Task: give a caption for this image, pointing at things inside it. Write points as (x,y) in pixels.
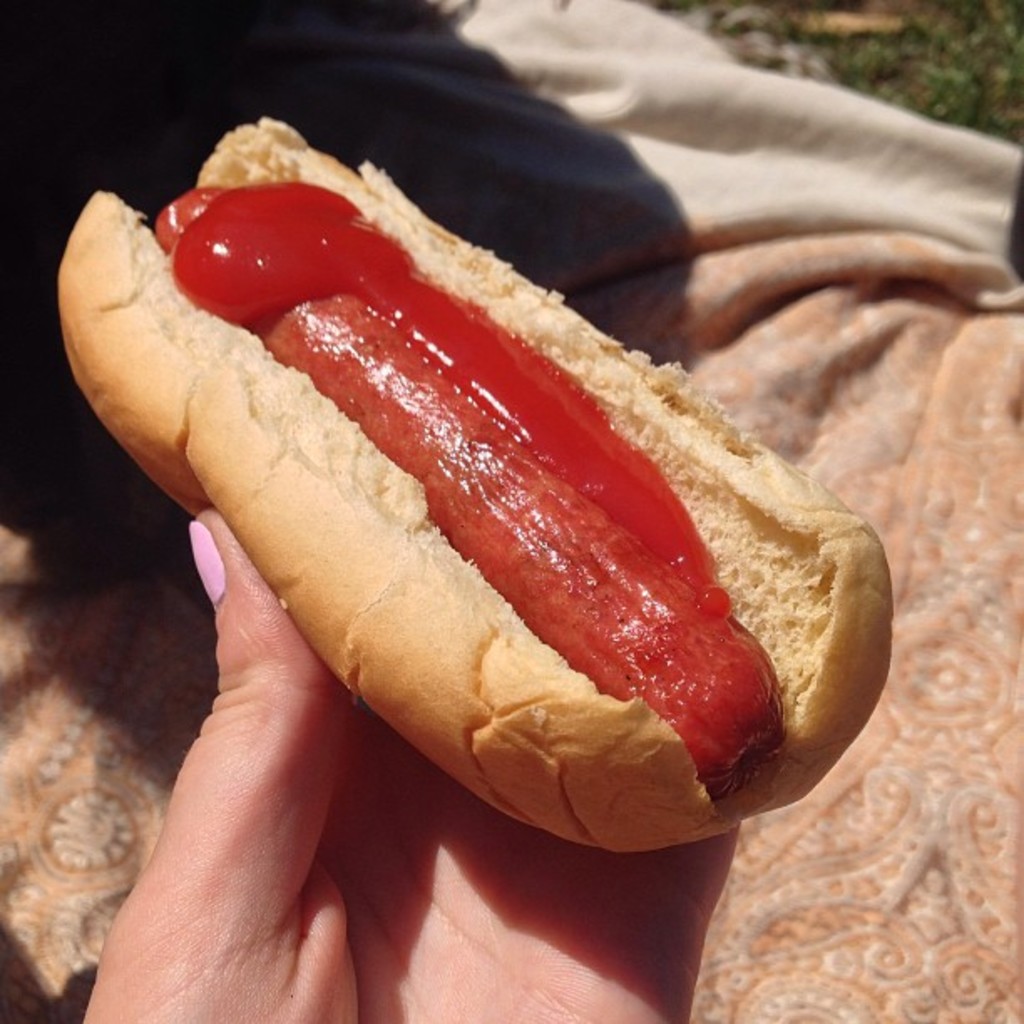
In this image I can see a hand (261,837) of a person (433,916) and I can also see this person (393,836) is holding a hot dog (412,594). I can also see a cloth (11,537) on the ground (848,20).
